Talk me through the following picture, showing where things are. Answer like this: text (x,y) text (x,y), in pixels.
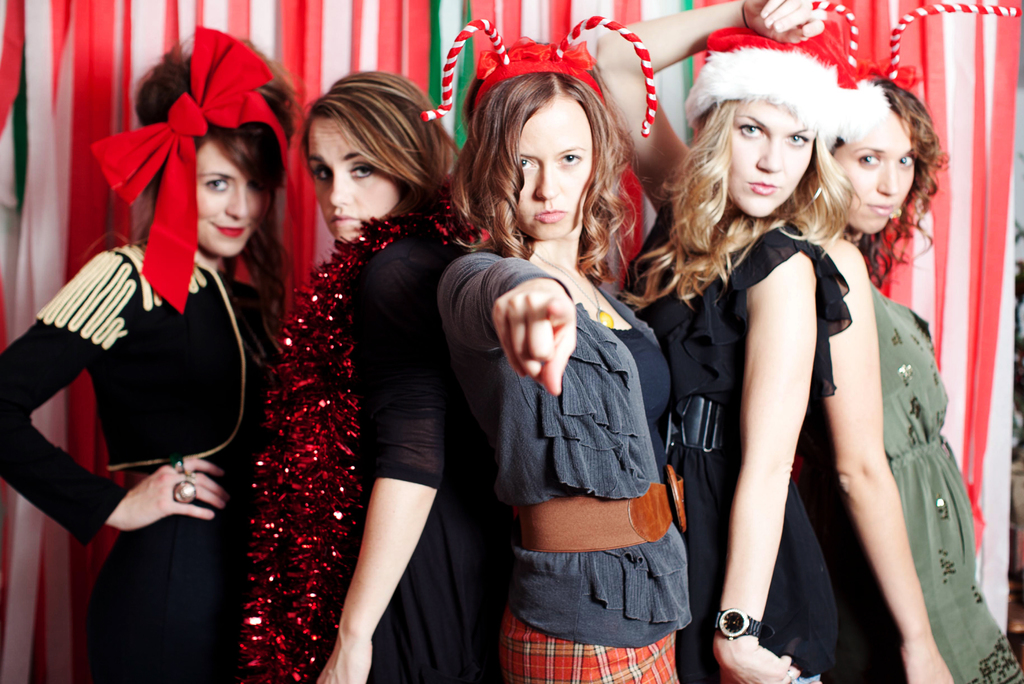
As we can see in the image in the front (571,230) there are group of people (500,375) standing. Behind them there is a curtain (978,106) and a wall (1015,529).
